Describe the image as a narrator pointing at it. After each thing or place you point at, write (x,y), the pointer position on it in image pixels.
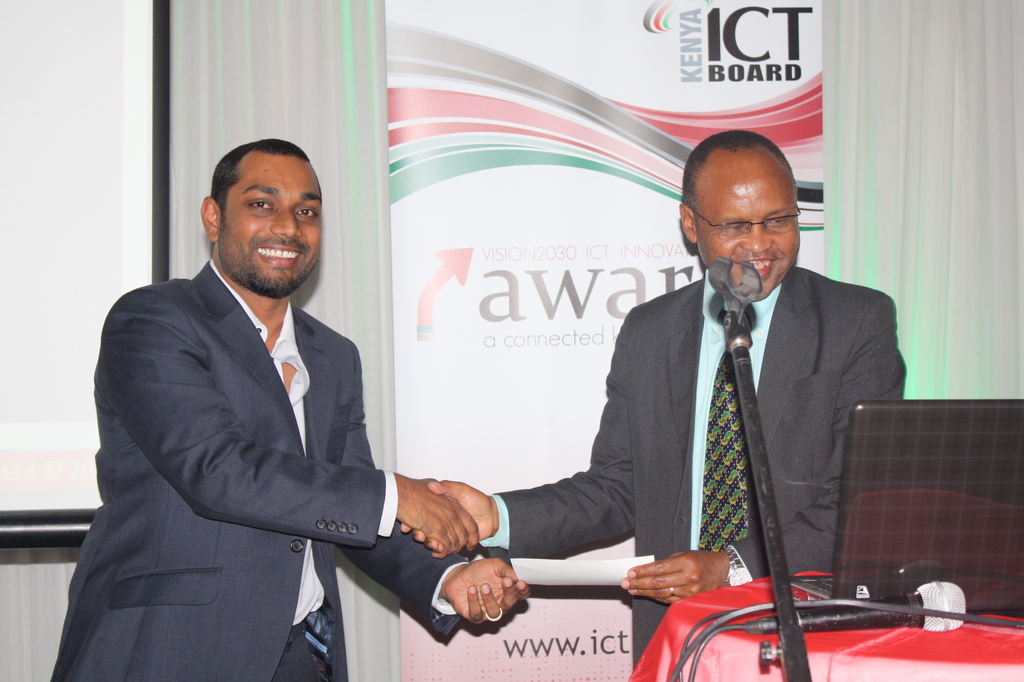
In this picture we can see two men (127,357) wore blazers (787,337) and standing and shaking hands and smiling and in front of them we can see a paper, laptop (867,476) and a mic (817,610) on the table (709,598) and at the back of them we can see a poster (486,119), curtains (264,119).
